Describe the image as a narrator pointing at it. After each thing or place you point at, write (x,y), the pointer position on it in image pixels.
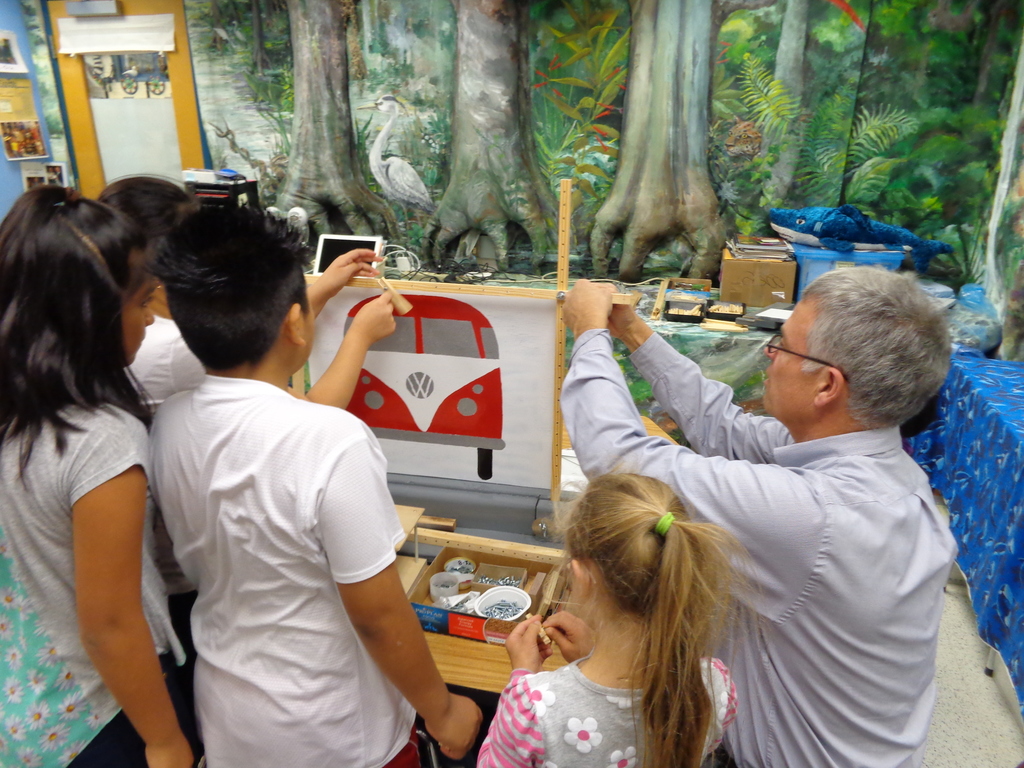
This image is taken indoors. In the background (332,35) there is a wall (795,124) with a few paintings (655,103) on it and there is a door (112,122). There are a few posters (23,112) and paper (22,58) stick to the wall (40,68). On the right side of the image (978,408) there is a table (997,582) with a tablecloth (983,488) on it and there are a few objects (952,315). In the middle of the image (596,423) a few people (202,390) are standing on the floor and there is a board (463,358) with a poster (450,374) on it and there is an image (422,376) of a bus (451,396) on the poster (430,357). Two people (371,325) are arranging the board (375,289) and there are a few objects (493,598) in the wooden box (445,555). There is a table (725,339) with a cardboard box (774,274), a basket (818,259) and many things (729,303) on it.
